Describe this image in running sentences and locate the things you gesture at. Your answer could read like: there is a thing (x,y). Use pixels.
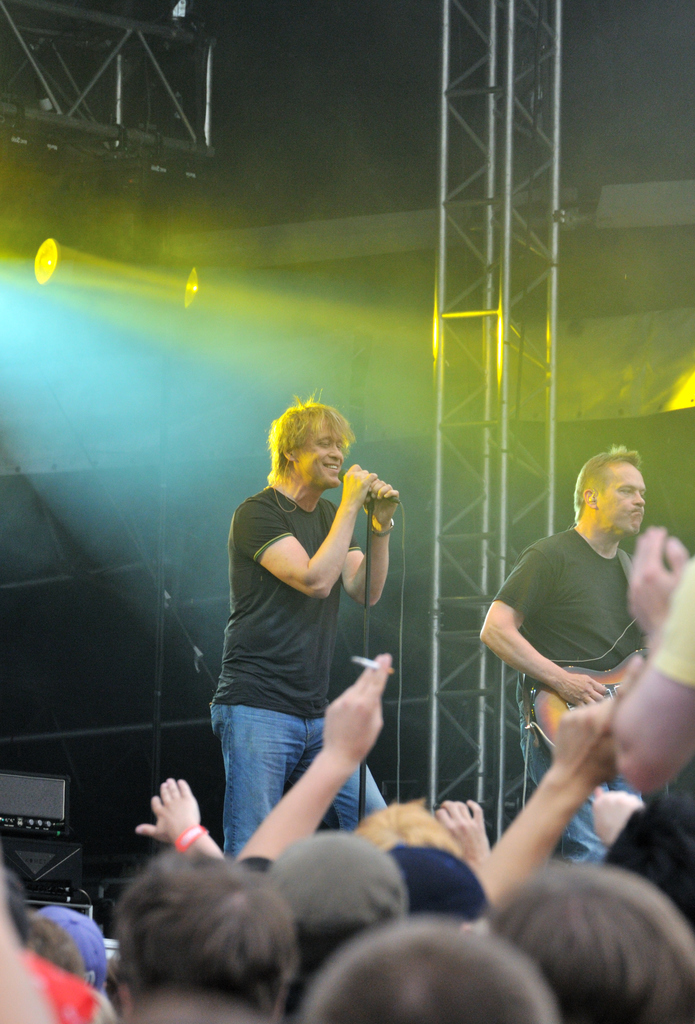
As we can see in the image there are lights (61,336), current pole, few people (585,722) standing over here and on stage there are two people (544,579). The man (605,582) on right side (588,553) is holding guitar (539,709) and this man (319,572) is holding mic (342,475) and singing a song.
